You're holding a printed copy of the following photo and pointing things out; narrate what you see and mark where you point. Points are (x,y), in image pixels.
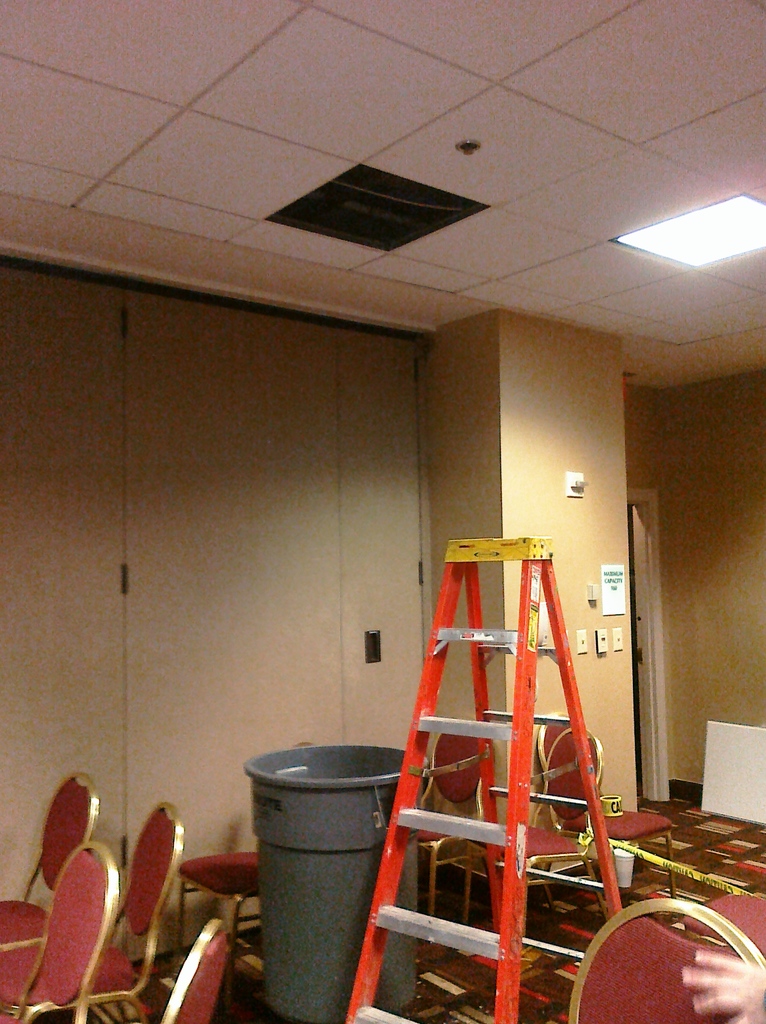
At the bottom of the picture (602,955), we see the empty chairs (597,968). In the middle (509,540), we see a ladder stand (522,766) and a grey color bin (361,822). In the right bottom (750,1023), we see the hand (732,970) of a person (753,963). On the right side (751,748), we see a white color board (711,735). In the background (699,753), we see a pillar (584,555) and a wall (672,569). We see the posters (602,586) are posted on the wall (571,555). At the top (457,134), we see the light (727,229) and the ceiling (463,136) of the room (413,351).
